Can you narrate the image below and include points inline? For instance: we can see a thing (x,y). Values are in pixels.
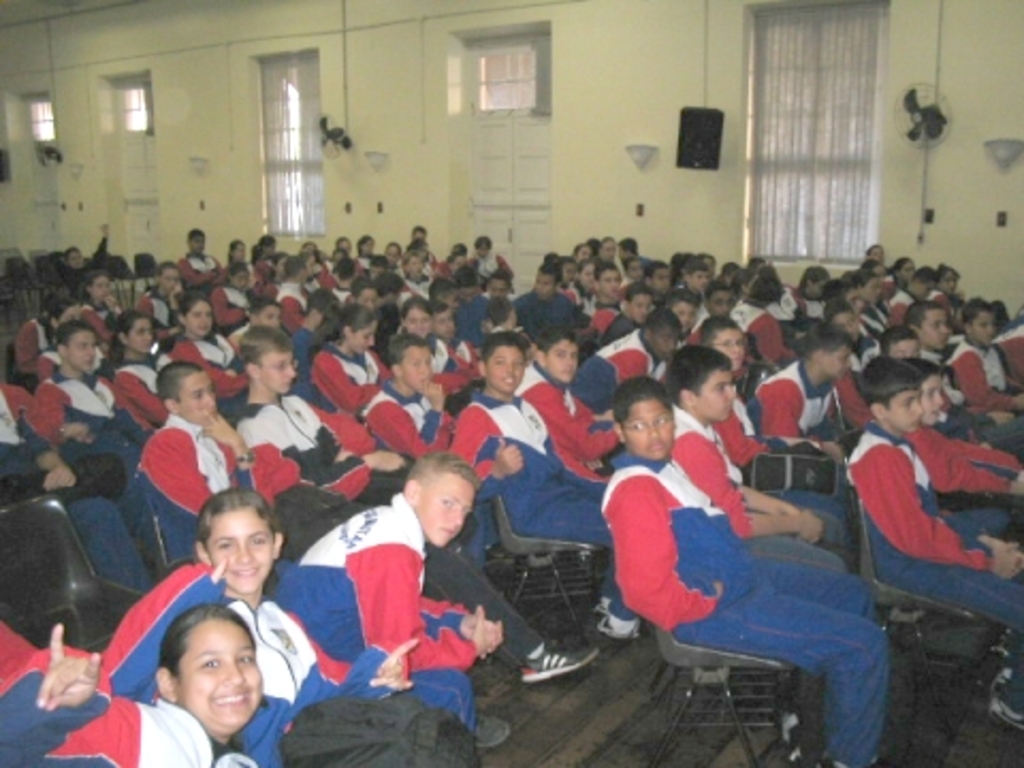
In this image in the middle (651,509), there is a boy (481,464), he wears a t shirt (527,468), trouser (575,517), he is sitting on the chair (512,532). In the middle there is a girl (288,626), she wears a t shirt (316,656), trouser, she is smiling, in front of her there is a woman (186,705), she wears a t shirt (157,724). On the right (866,486) there is a boy (911,500), he wears a t shirt (911,500), trouser (998,599), he is sitting. In the middle (346,353) there are many people (386,379), they are sitting on chairs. In the background (666,217) there are doors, windows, curtains (836,105), speakers (712,137), fan (937,136), lights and wall (194,112).
